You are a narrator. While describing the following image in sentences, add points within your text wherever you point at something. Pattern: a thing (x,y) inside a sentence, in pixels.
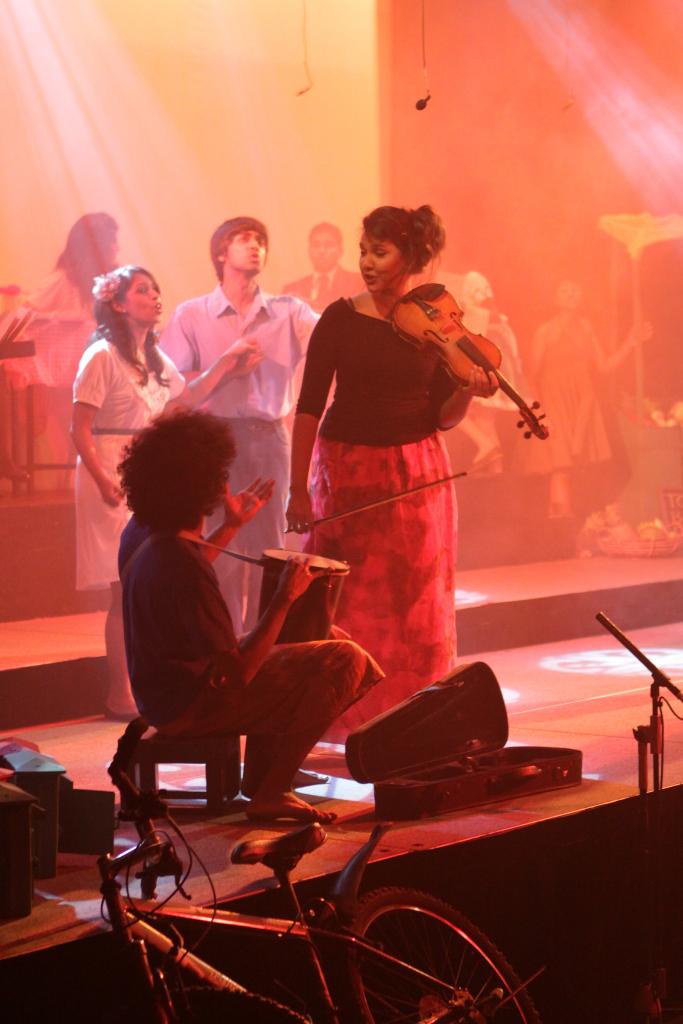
In this picture there is a woman (430,497) standing and holding the violin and there is a person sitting and holding the musical instrument (311,613). At the back (114,458) there are group of people (478,426) on the stage (8,618) and there are objects (39,814) on the stage (245,818). In the foreground (430,1018) there is a bicycle (233,854) and there is a stand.
